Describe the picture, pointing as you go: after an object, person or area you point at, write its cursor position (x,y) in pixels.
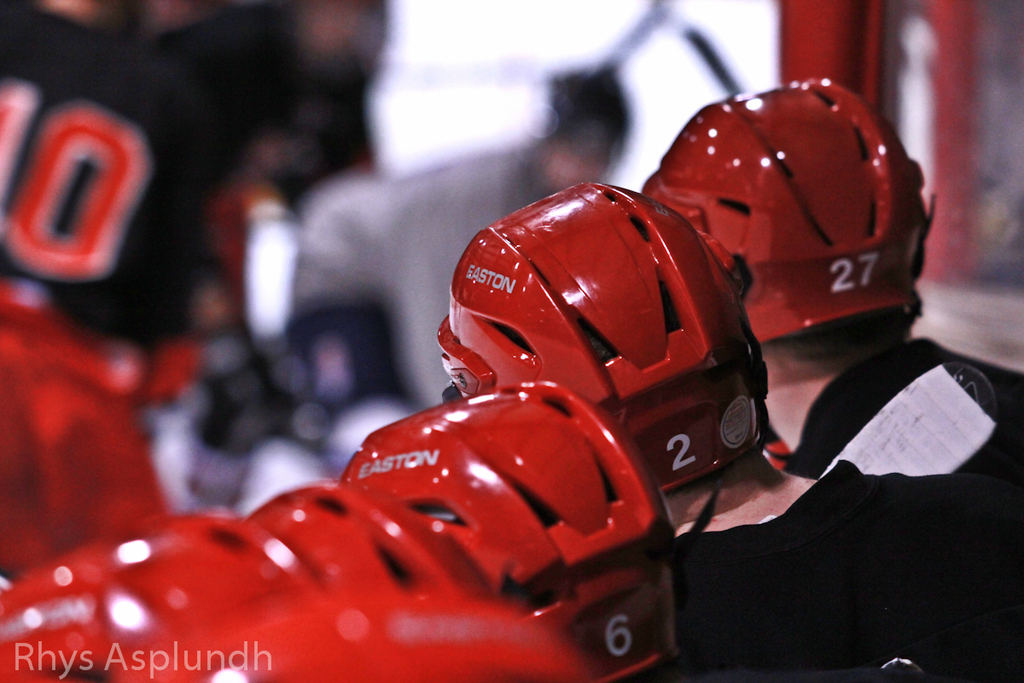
In this image we can see few people (676,561) wearing helmets (616,511) and a blurry background (330,162).
